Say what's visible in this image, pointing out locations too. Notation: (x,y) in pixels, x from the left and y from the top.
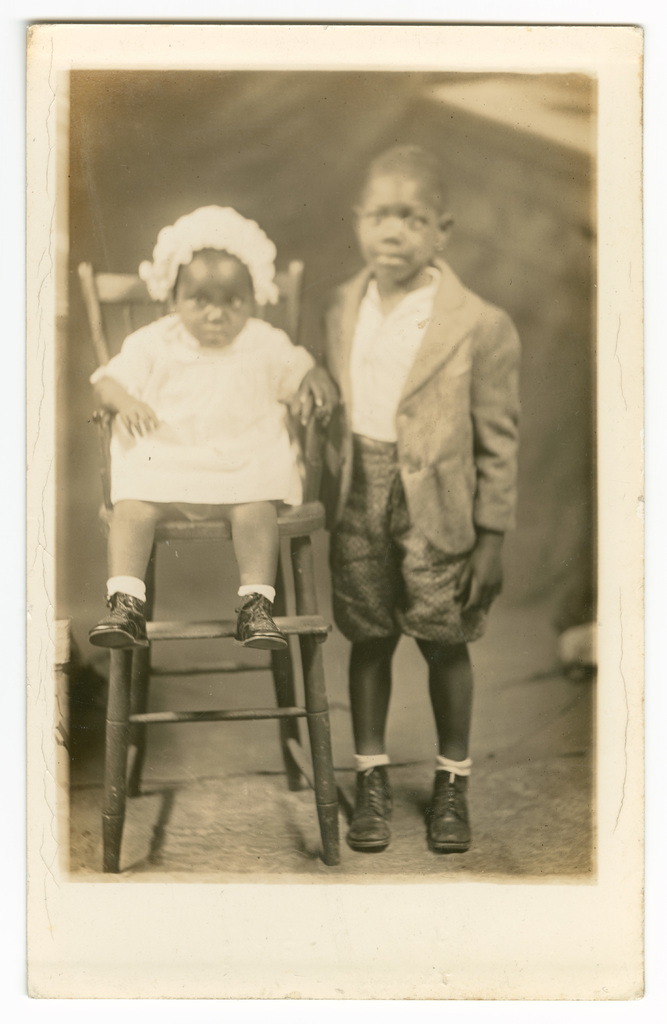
In this picture we can see a child (268,370) on a chair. There is a boy (459,720) standing on the floor (245,813).
